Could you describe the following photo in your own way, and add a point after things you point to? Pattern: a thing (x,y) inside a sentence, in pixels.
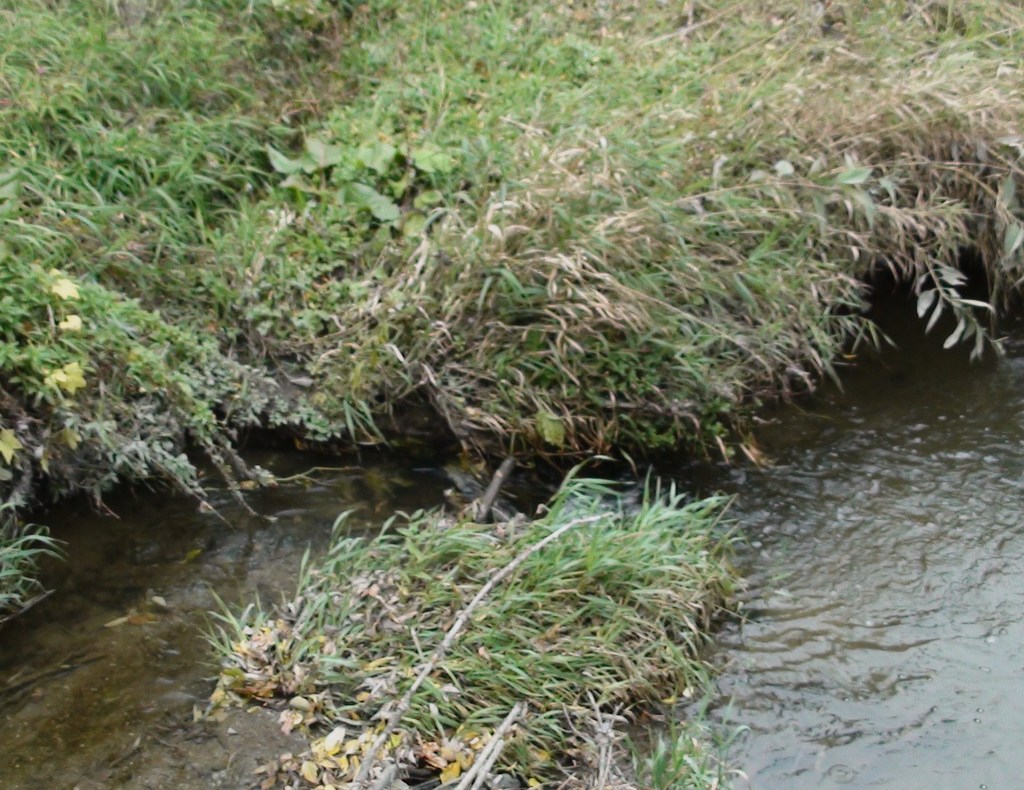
In this image there is a river (1008,632) and a grass (314,331).
